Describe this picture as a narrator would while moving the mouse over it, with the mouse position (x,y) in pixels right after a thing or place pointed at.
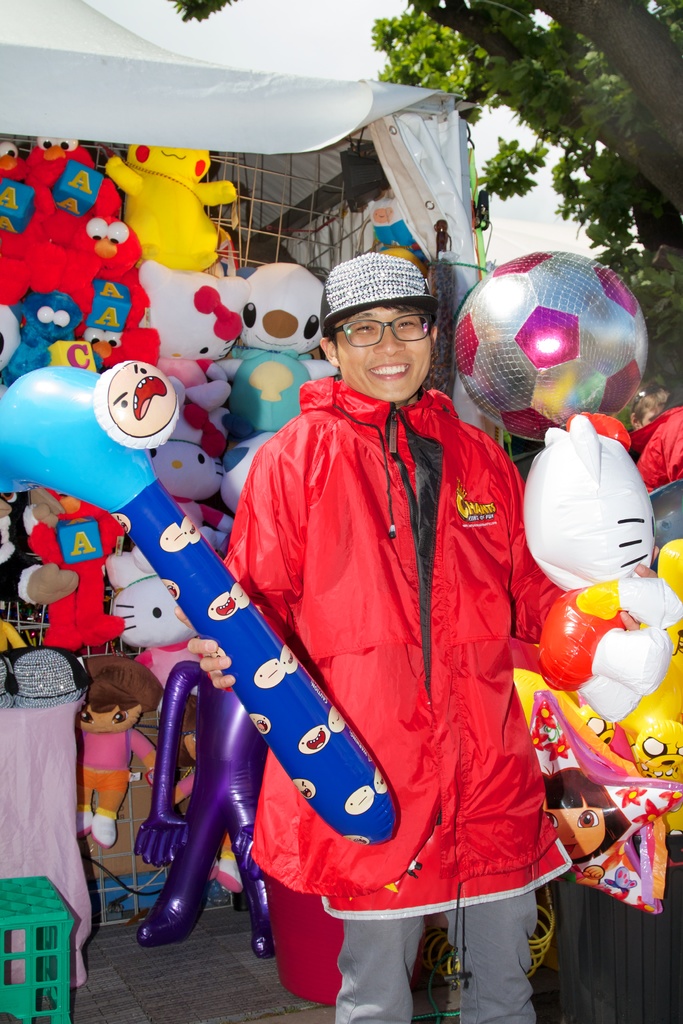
Here I can see a person (393,616) wearing a red color jacket (413,557), standing, holding few toys (231,635) in the hands (217,642), smiling and giving pose for the picture. At the bottom (30,989), I can see few tables (78,949) on the floor (105,984). At the back of this person (389,608) there are many toys (192,295) are placed under the tent (192,100). In the top right (583,81) there is a tree (619,59).
